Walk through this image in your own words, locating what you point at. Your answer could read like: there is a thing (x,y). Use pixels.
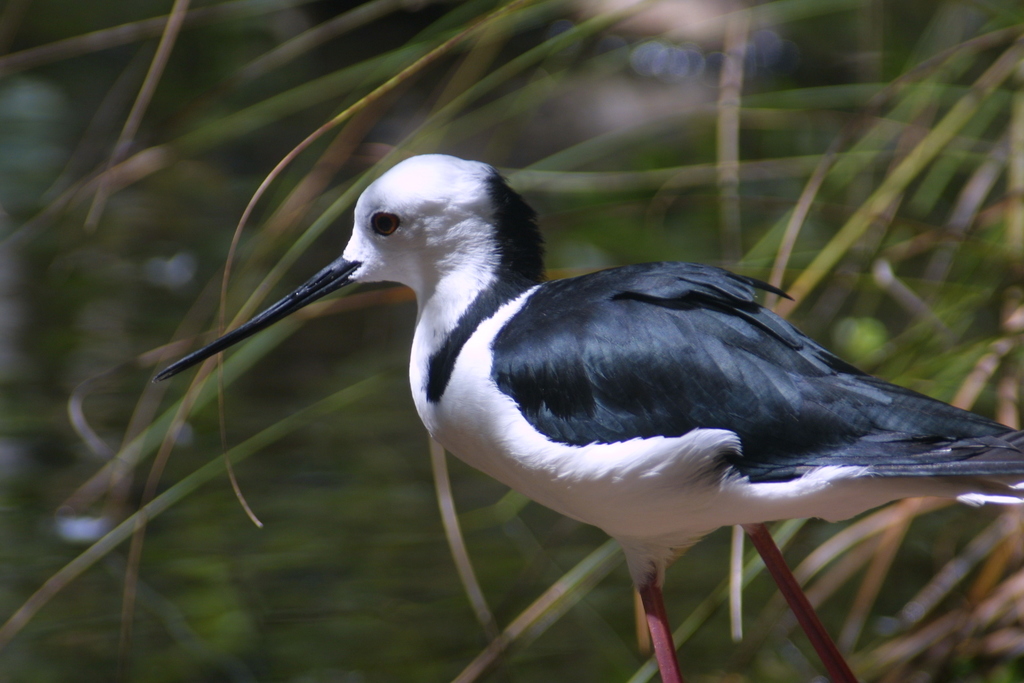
In the center of the image (506,262), we can see a bird (771,284) and in the background (953,532), there are plants (594,566).
